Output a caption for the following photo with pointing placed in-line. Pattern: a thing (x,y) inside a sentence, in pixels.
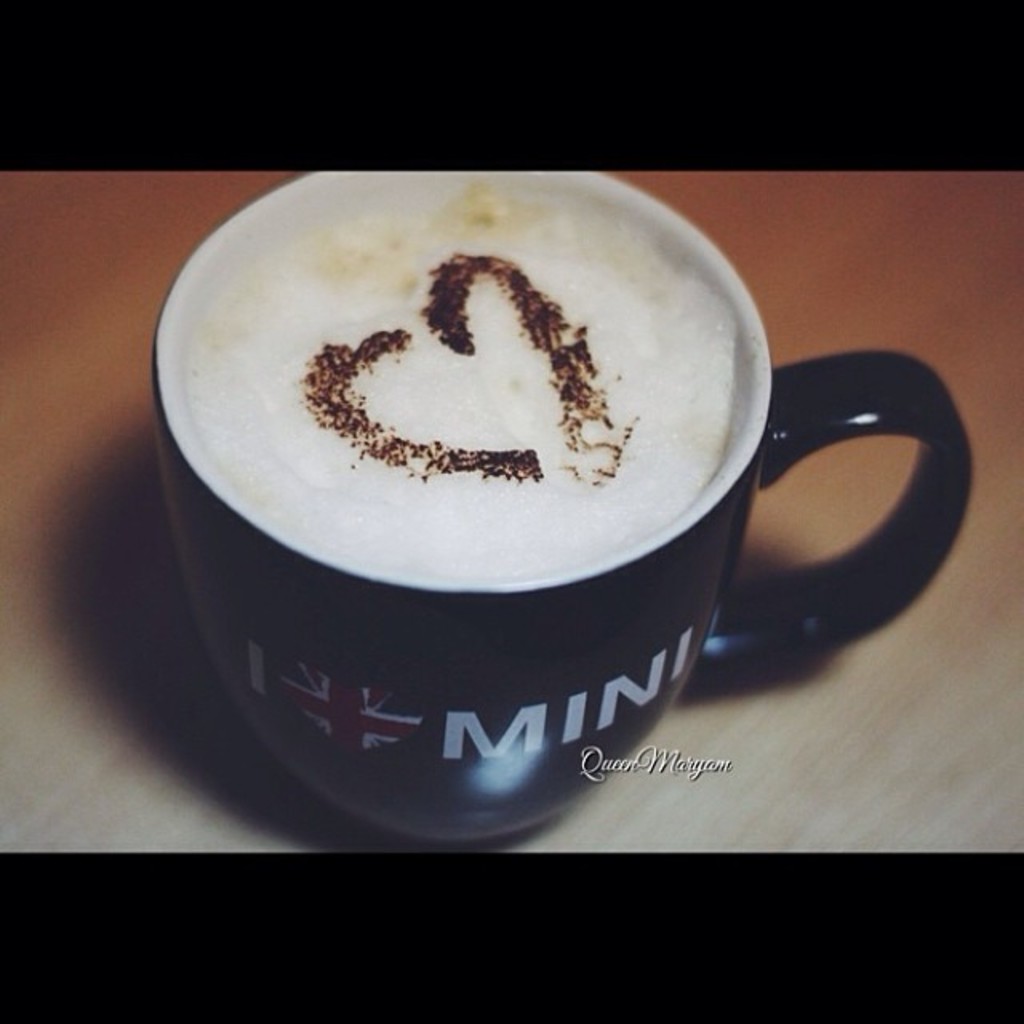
This is the picture of a coffee mug (380,635). In it there is coffee (372,424). There is a heart shape (336,386) on the top of the coffee mug (327,763). On the coffee mug (329,747) there is written something and there is a flag (300,701). The coffee mug (279,663) is placed on a table (754,702).
